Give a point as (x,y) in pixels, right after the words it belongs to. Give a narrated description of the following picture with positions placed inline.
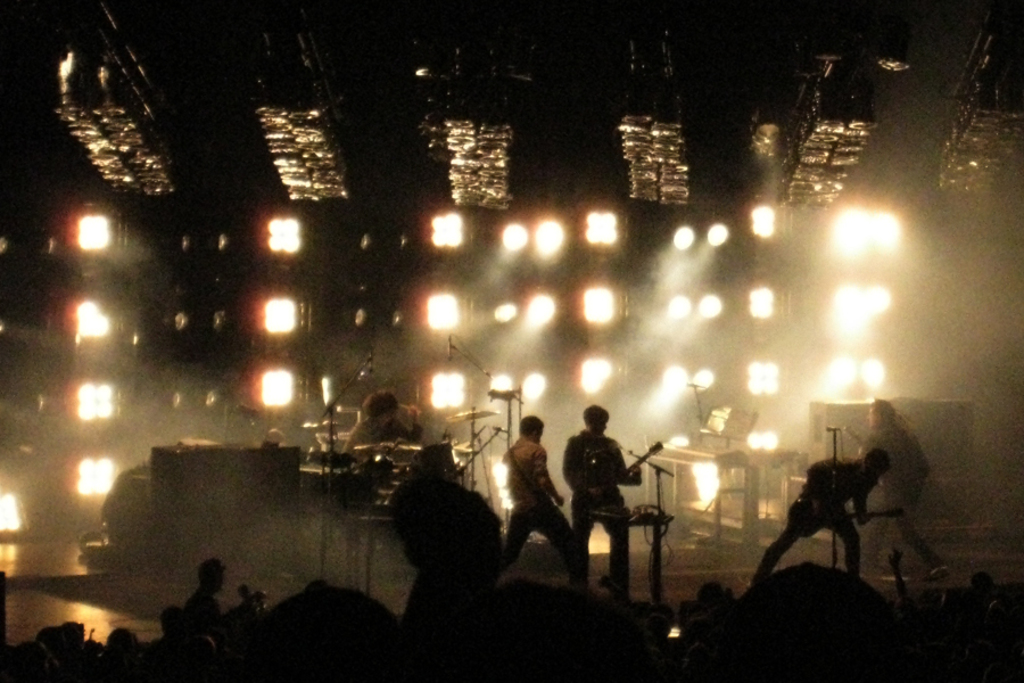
In this picture we can see a group of people (426,531) and some people (582,483) are standing on the stage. On the stage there are stands (661,492), some musical instruments (376,463) and other objects (208,472). Behind the people (541,449) there are lights (501,466). At the top (110,104), those are looking like trusses (951,130).
